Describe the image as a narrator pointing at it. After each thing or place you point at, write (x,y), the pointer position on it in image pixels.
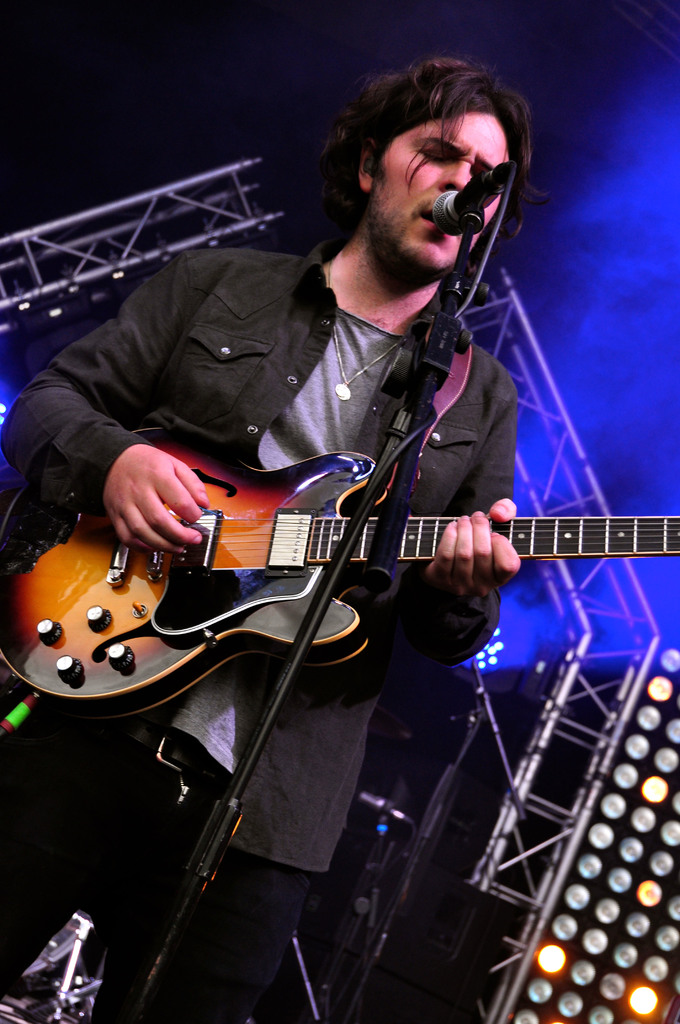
In this image we can see a man (420,617) holding a guitar (249,542) and playing it. There is a mic (478,226) in front of him through which he is singing. In the background (213,184) we can see set (237,201).
